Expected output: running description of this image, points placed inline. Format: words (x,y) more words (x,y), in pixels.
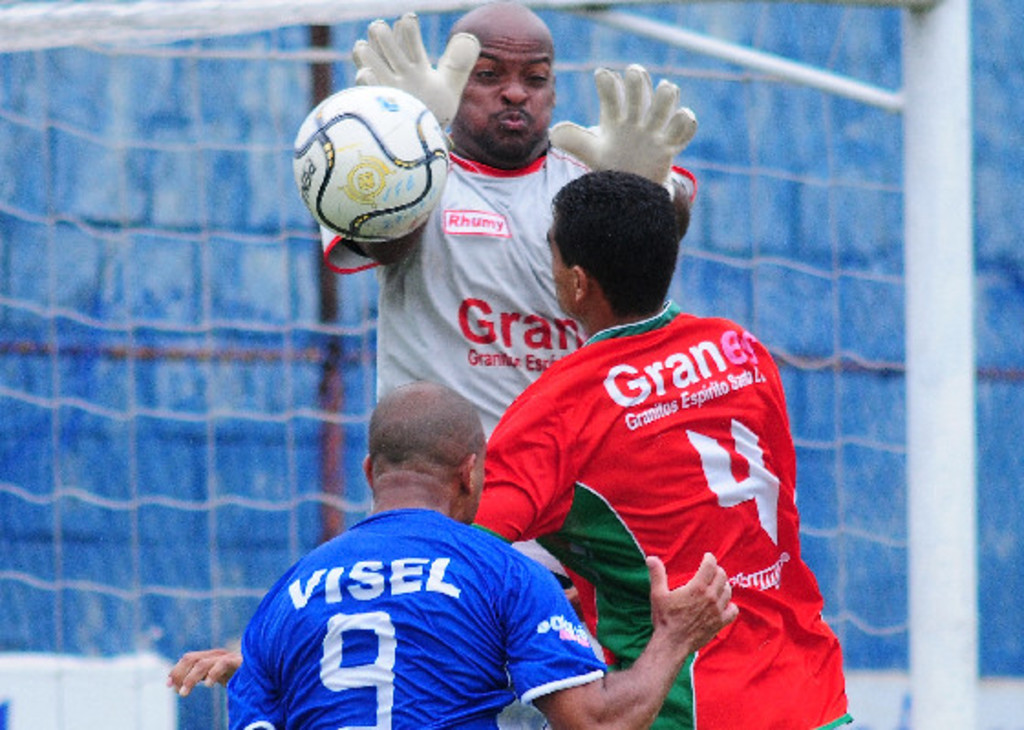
This Picture describe about three football players (586,417). In front (495,294) a man (498,127) wearing white t-shirt (507,288) and gloves (411,79) is stopping the football (395,149) from goal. Beside a man (724,515) wearing red T-shirt (735,668) is stopping him and another man (301,649) wearing blue t-shirt (356,673) on which Visel 9 (437,589) is written. Behind we can see the white iron pole (941,575) and goal post nets (45,138).
